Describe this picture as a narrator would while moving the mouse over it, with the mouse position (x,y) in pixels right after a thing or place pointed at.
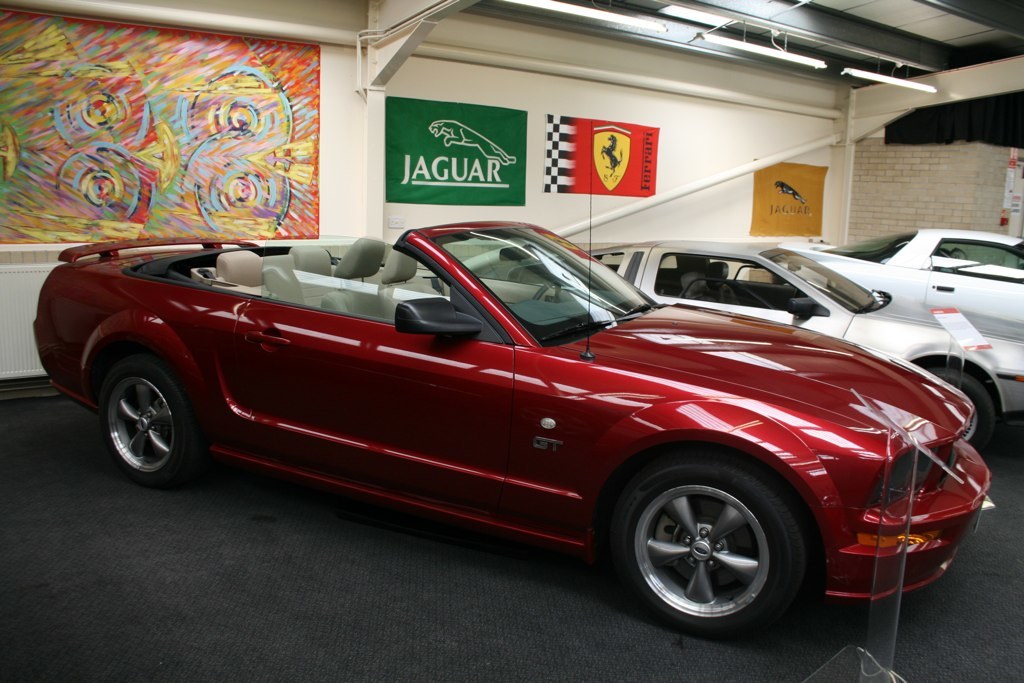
In this image we can see cars (634,530). At the bottom of the image (451,621) there is floor (198,639). In the background of the image (520,178) there is wall (353,89) with posters (499,159). At the top of the image (889,15) there is ceiling (889,15) with lights (546,1).
